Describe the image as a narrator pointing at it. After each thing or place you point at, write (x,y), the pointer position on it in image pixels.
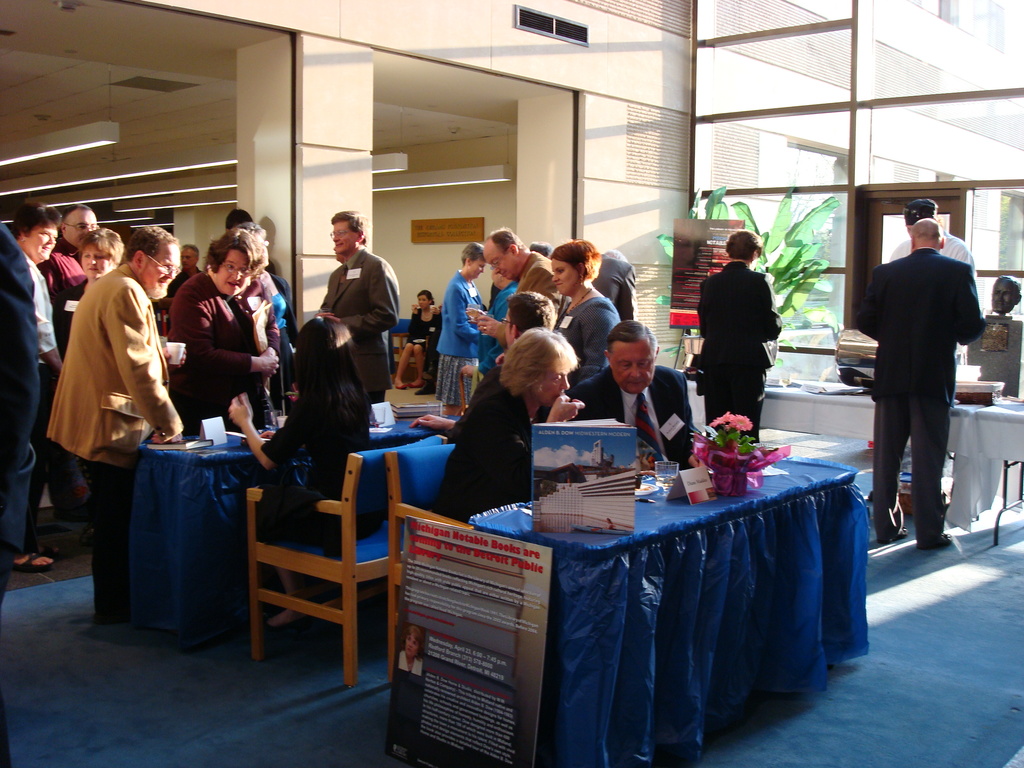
Here we can see a group of people (527,376) sitting on chairs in front of tables (507,503) and there are also group people (750,308) standing.
